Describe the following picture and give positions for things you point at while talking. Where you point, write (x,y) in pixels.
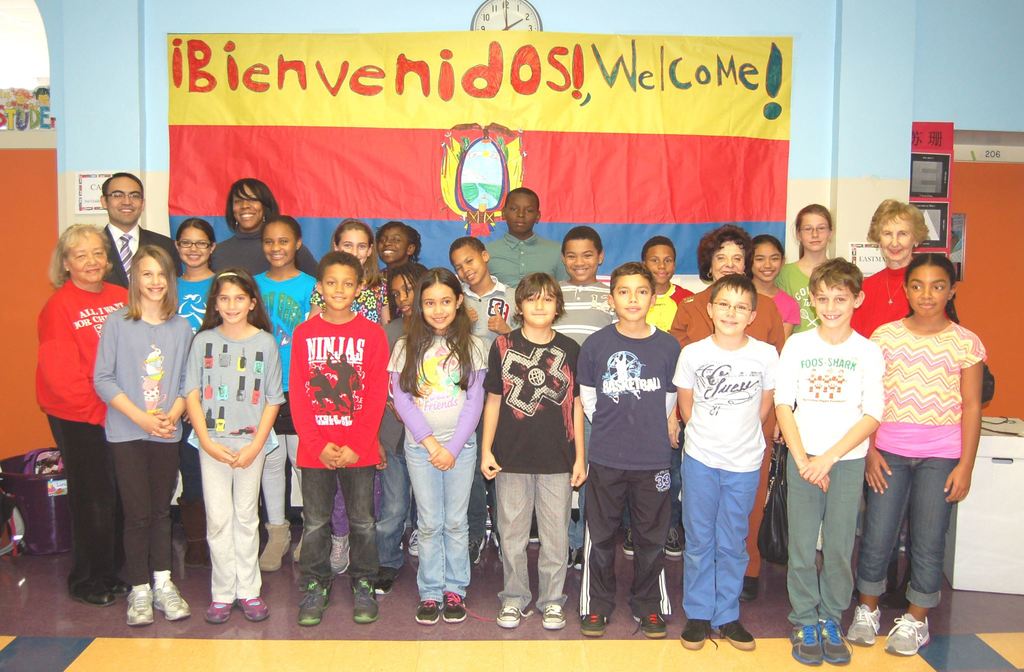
In this given image, I can see a group of children (531,223) which includes four women (269,191) behind this people (420,316), I can see colored wall (770,85), There is something written on it and behind that we can see a wall watch (518,8), Towards left bottom (40,480), We can see some object (44,507).
